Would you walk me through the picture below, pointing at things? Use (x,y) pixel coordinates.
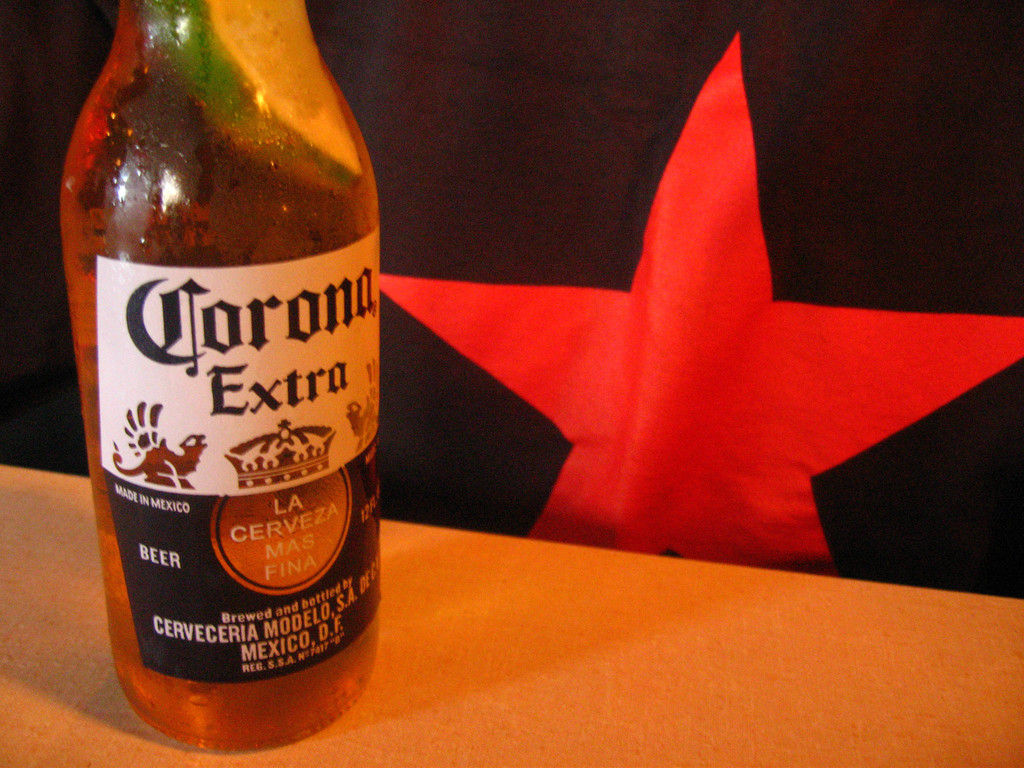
As we can see in the image there is a flag (692,281) and bottle (275,264).
